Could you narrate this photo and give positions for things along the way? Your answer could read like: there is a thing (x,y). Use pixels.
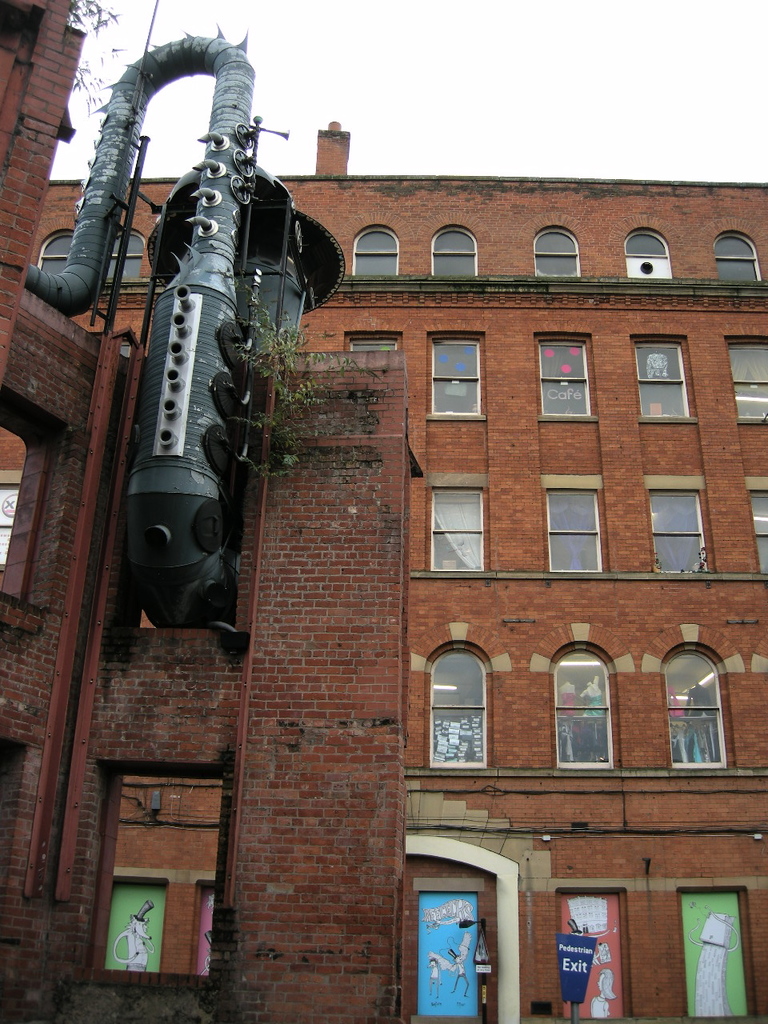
In this image there is the sky (456,87) towards the top of the image (413,74), there is a building (551,969), there are windows (449,343), there is the wall (516,444), there is an object (227,302) on the wall (16,135), there are boards (117,926), there is text (579,966) on the board (564,964), there is a pole (575,1010) towards the bottom of the image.
